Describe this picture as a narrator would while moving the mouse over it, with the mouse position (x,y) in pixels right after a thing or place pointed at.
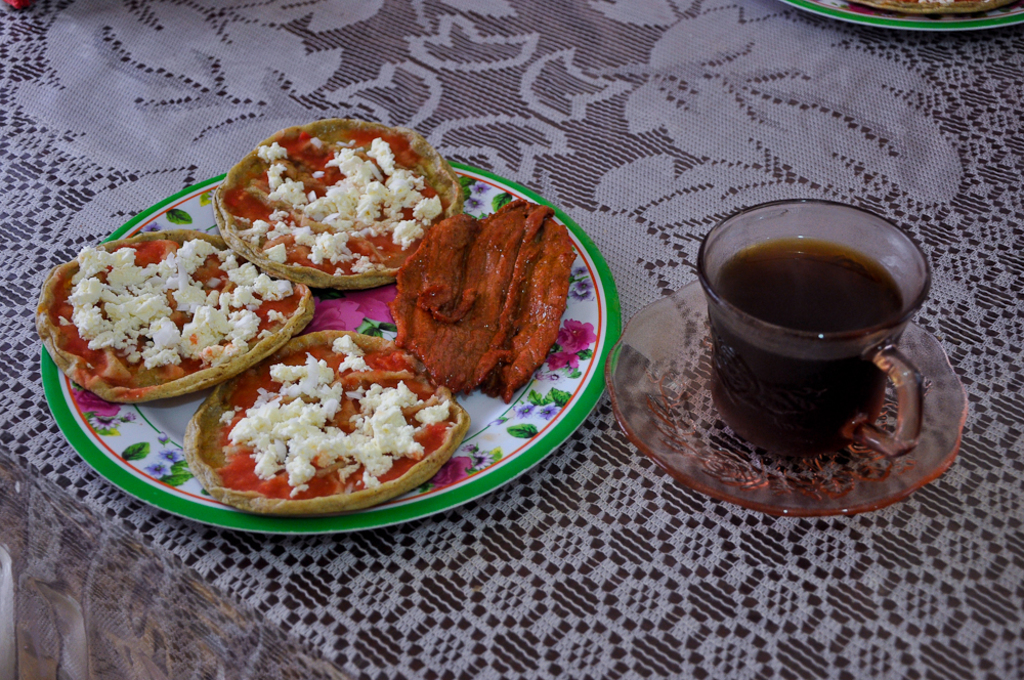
In this picture we can see table (560,89) and on table (577,77) we have cloth (630,86), plate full of food (450,301), cup (769,403) with drink (785,279) in it, saucer (792,484).
